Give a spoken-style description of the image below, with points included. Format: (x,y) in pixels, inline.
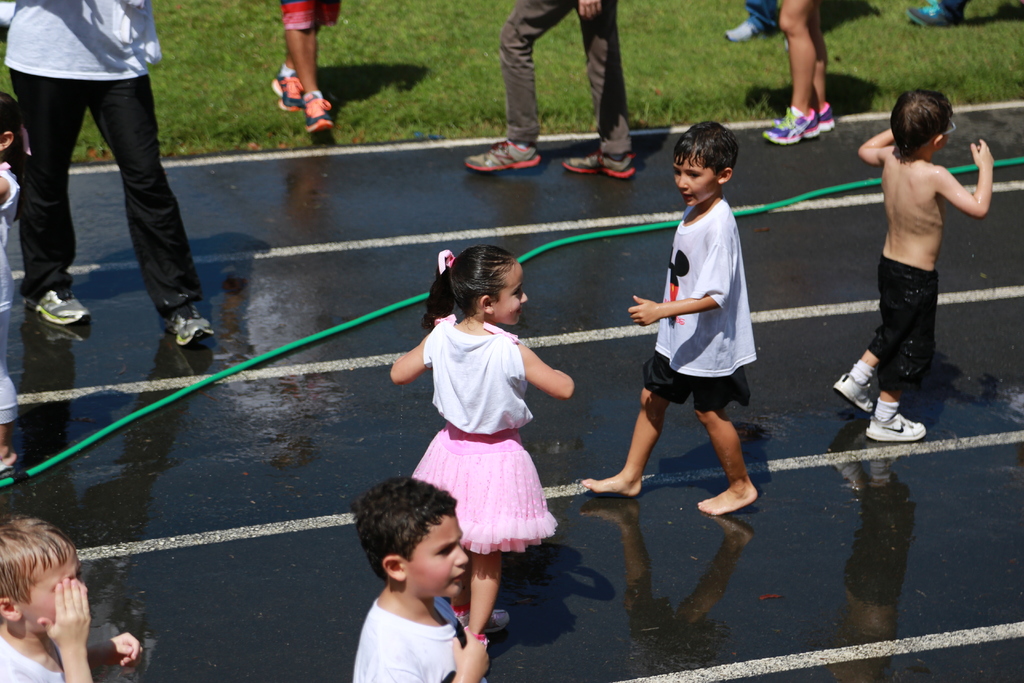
In this picture I can see few people (514,165) are standing and I can see few boys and a girl (486,503) and I can see grass (406,126) on the ground (504,115) and a water pipe (973,169).
